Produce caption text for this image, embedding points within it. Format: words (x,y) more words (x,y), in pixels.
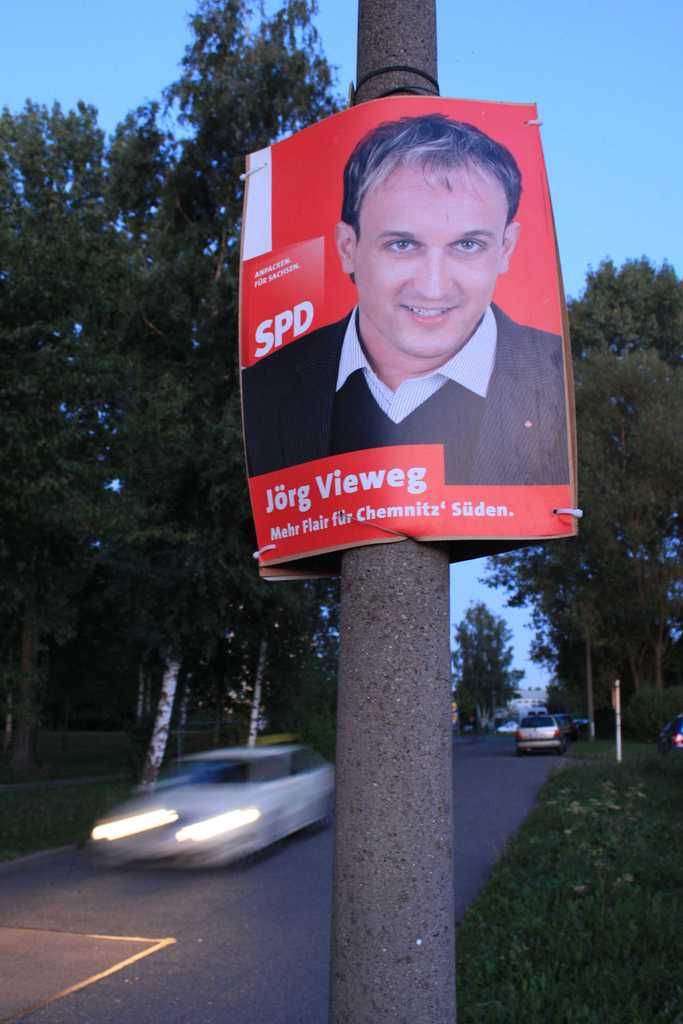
In the foreground of this image (326,299), there is a poster (393,435) on a pole (424,850). In the background (223,591), there are trees (646,619), grass (593,809), vehicles (273,792) on the road (156,938) and the sky (105,45) at the top (94,45).
